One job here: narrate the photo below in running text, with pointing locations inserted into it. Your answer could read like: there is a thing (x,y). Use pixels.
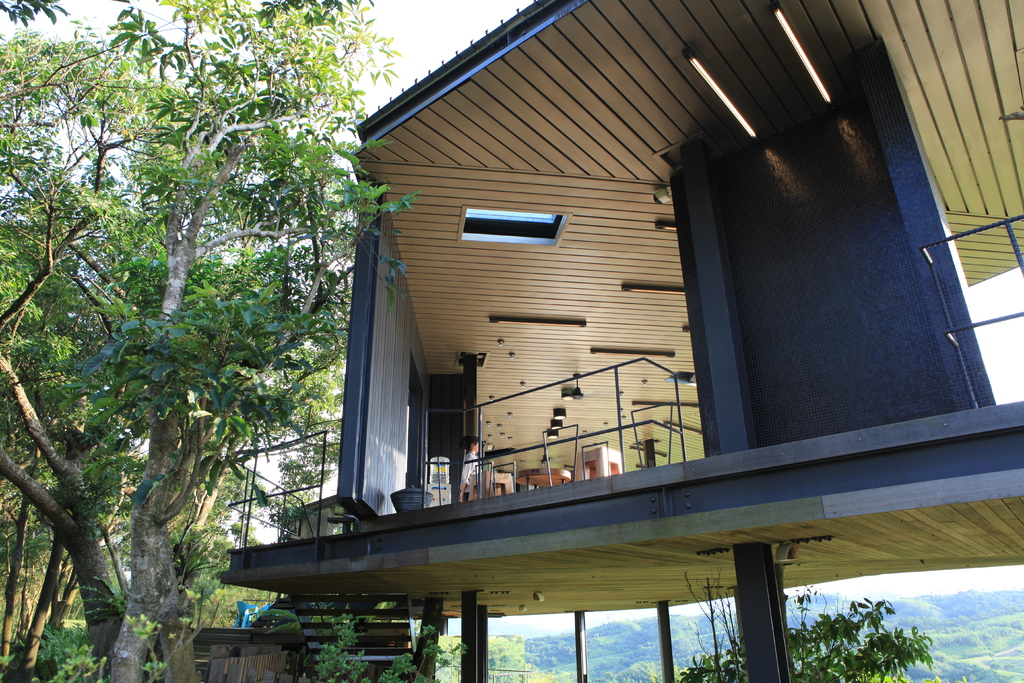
In this picture we can see a person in the house (572,335), in the background (954,605) we can find few trees (162,381) and hills (969,625), and also we can see few lights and metal rods (559,443).
